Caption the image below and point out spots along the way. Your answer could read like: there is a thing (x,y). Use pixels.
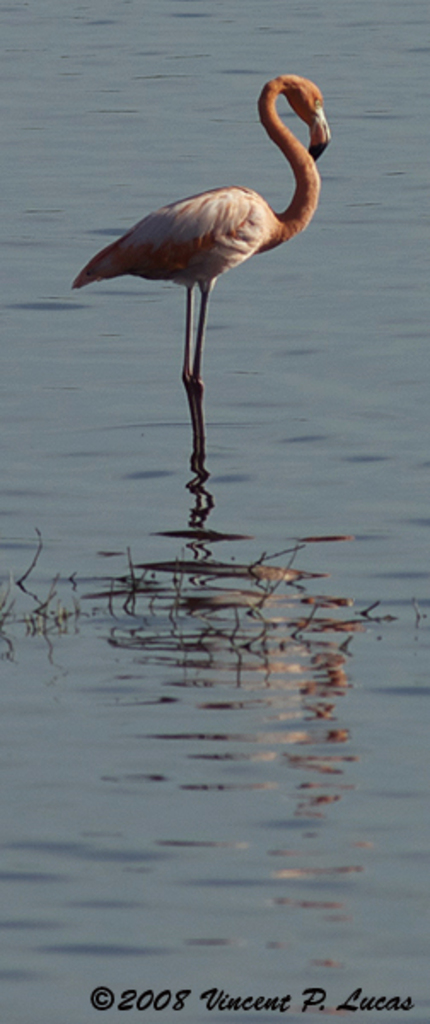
In this picture, we can see a bird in water (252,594), and some objects (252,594) on water (259,685), we can see some text (124,1003) in bottom right side of the picture (413,996).
